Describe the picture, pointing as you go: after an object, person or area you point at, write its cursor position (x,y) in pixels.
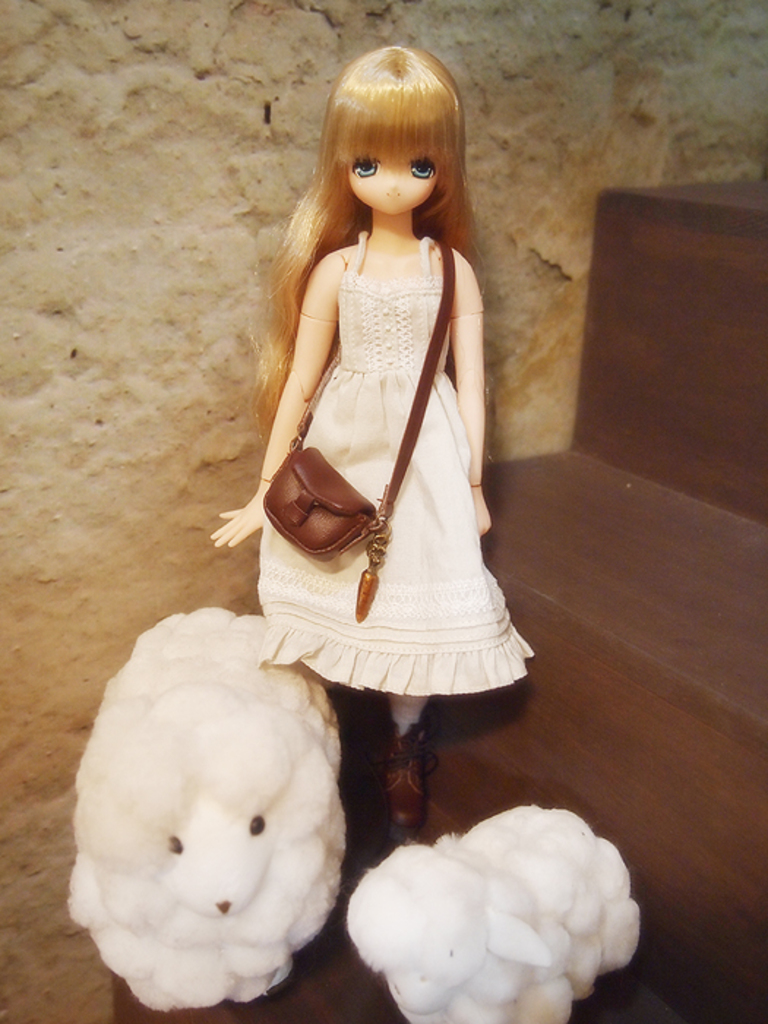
In this image there is a doll (424,566) standing on the wooden step (463,747). At the bottom (307,820) there are two sheeps (307,820). In the background (136,105) there is a wall (156,131). On the right side (634,382) there are wooden steps (642,499).
